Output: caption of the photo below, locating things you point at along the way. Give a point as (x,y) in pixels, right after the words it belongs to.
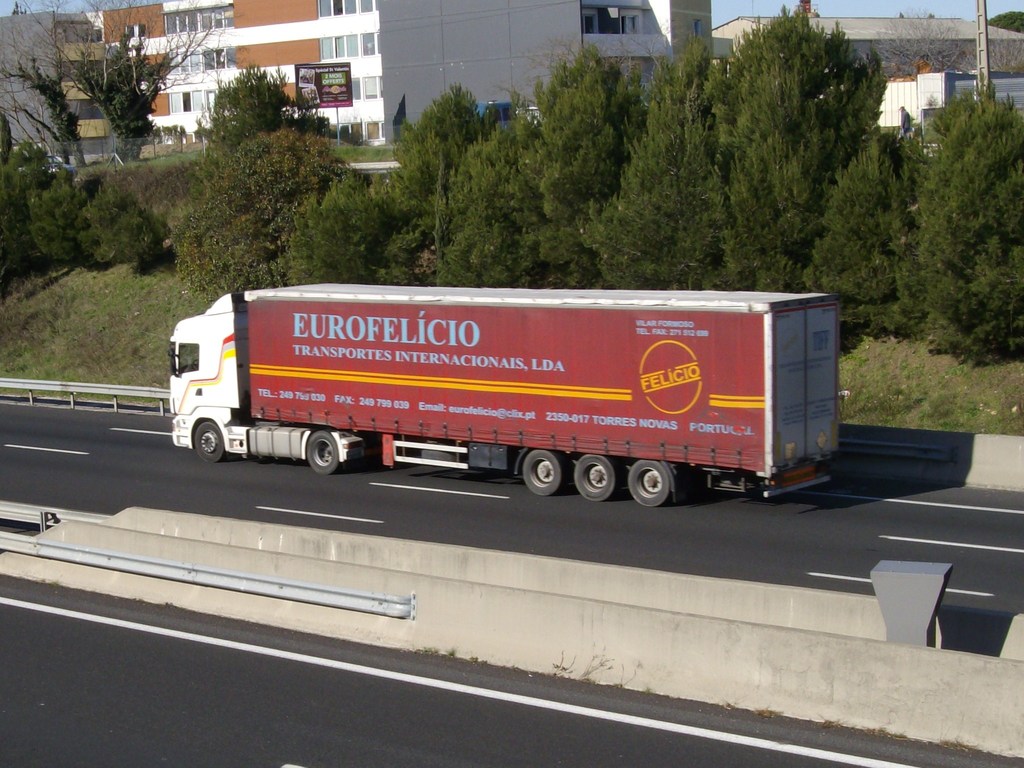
In this picture I can see buildings (505,94), trees (560,174) and a truck (392,406) moving on the road (531,507) and a advertisement board (321,101) with some text (338,68) on it.
